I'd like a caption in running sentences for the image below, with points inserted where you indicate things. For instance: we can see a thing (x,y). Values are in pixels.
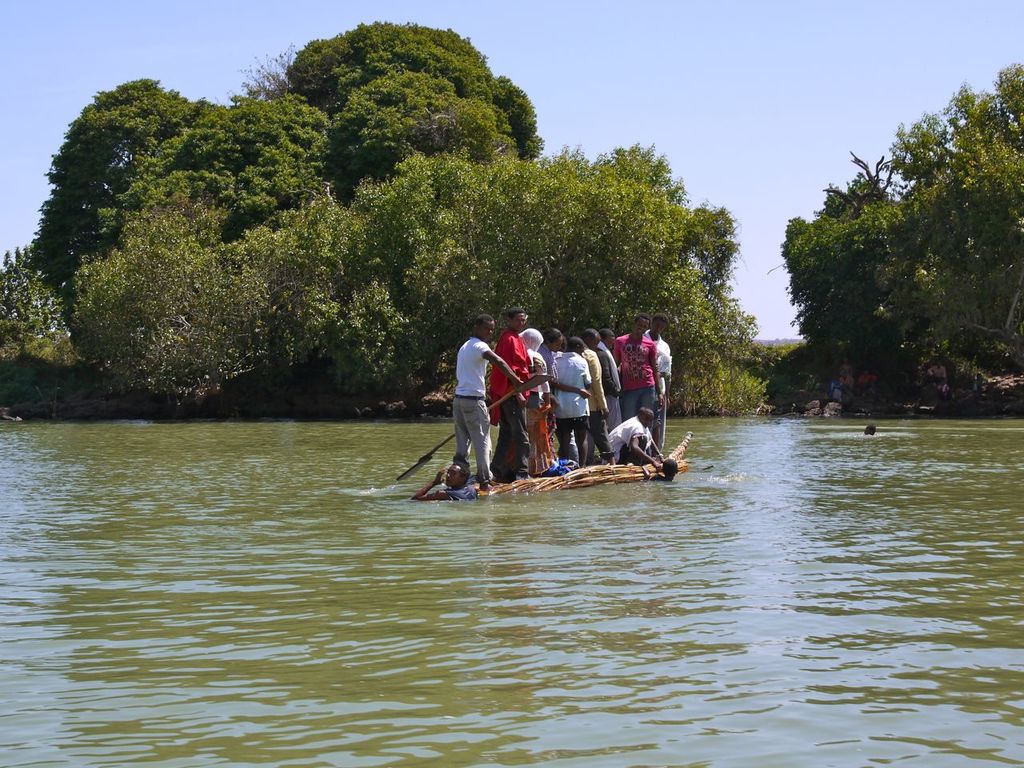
This picture is clicked on a river side (710,568). There are few people (582,391) standing on a boat (579,469). There is a man (471,435) holding paddle (421,461) in his hand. There are few people (452,500) in water (748,477) too. In the background (893,341) there are trees (387,209) and sky (650,62).
